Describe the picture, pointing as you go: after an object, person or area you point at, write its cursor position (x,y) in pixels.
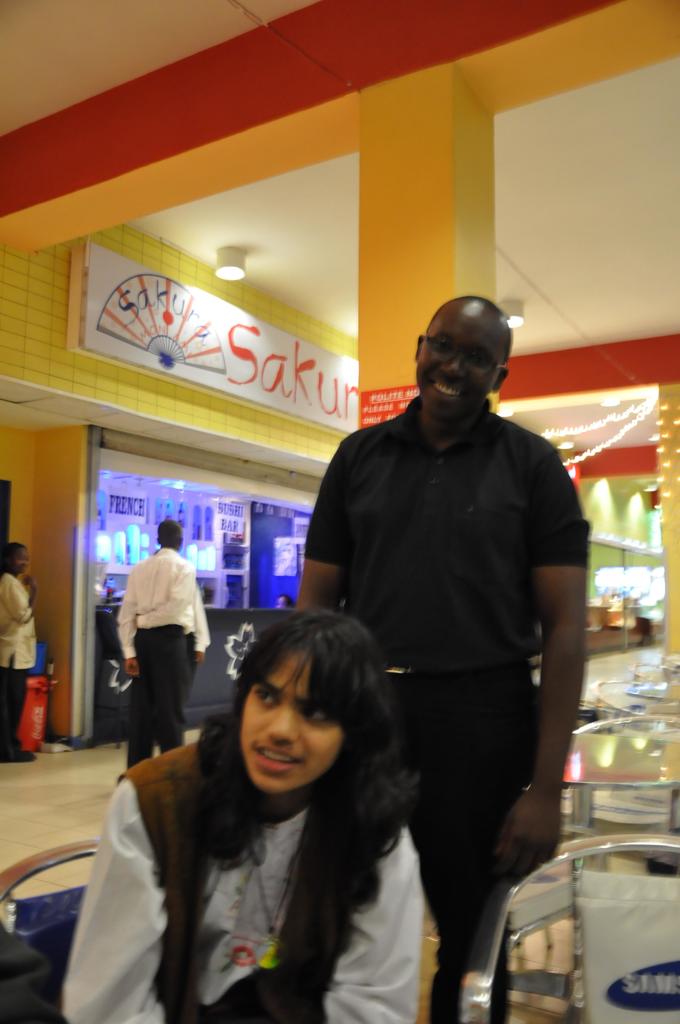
In this image we can see a person (190,814) sitting on a chair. On the backside (125,513) we can see some tables (679,756), pillars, some people (571,672) standing, a dustbin (27,727), a signboard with a picture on it, some lights (100,536), boards (115,518) with some text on it and a roof (340,245) with some ceiling lights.
